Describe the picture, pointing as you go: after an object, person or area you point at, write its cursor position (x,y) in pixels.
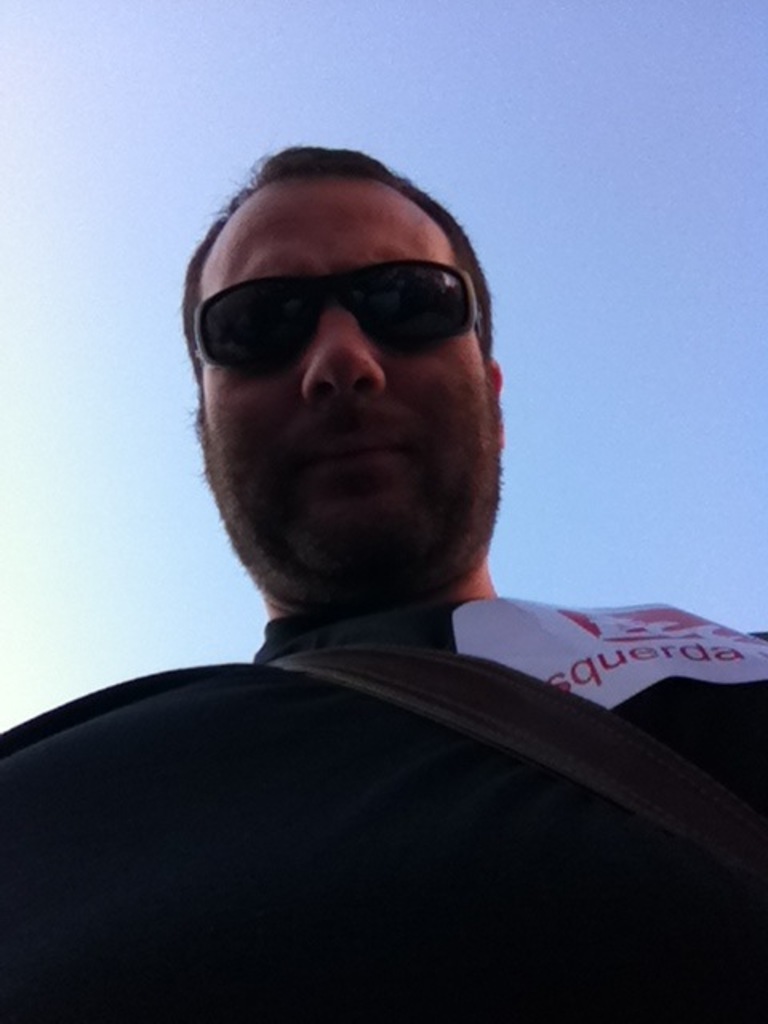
In the image there is a man (250,751) with black t-shirt (268,755) and a bag strap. He kept goggles (242,319). Behind him there is a sky (509,466).
